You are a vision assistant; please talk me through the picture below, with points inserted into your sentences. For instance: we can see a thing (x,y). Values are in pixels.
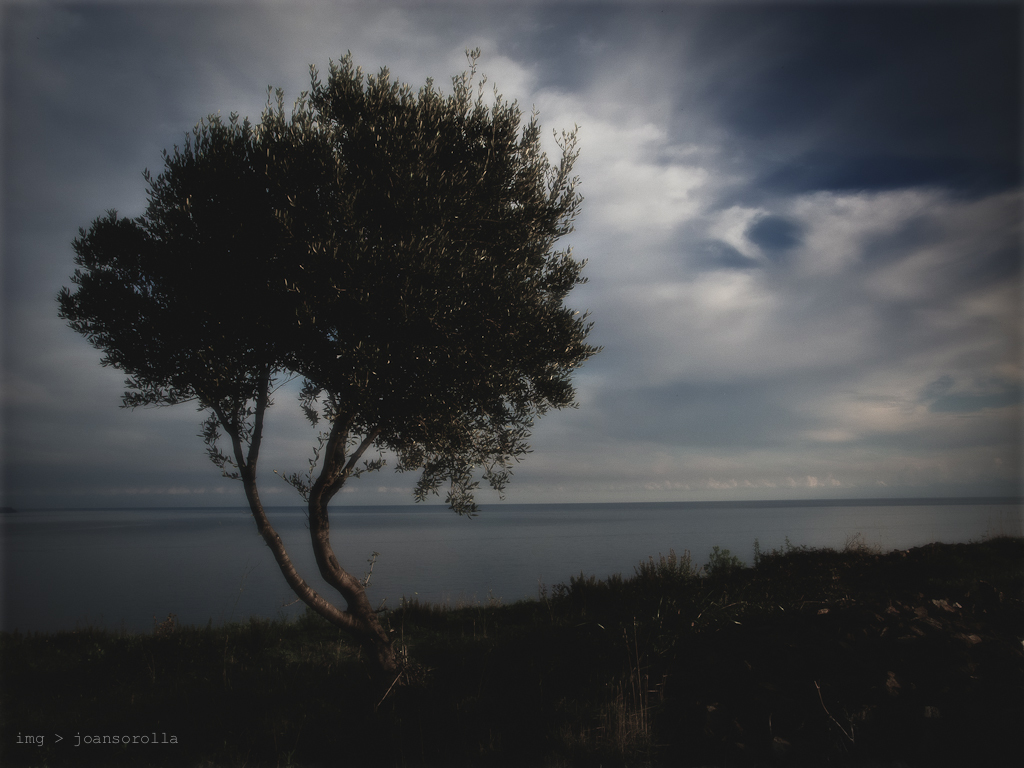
We can see grass (470,632) and tree (362,186). In the background (447,541) we can see water (505,546) and sky (690,313) with clouds (655,413). In the bottom left side of the image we can see water mark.
